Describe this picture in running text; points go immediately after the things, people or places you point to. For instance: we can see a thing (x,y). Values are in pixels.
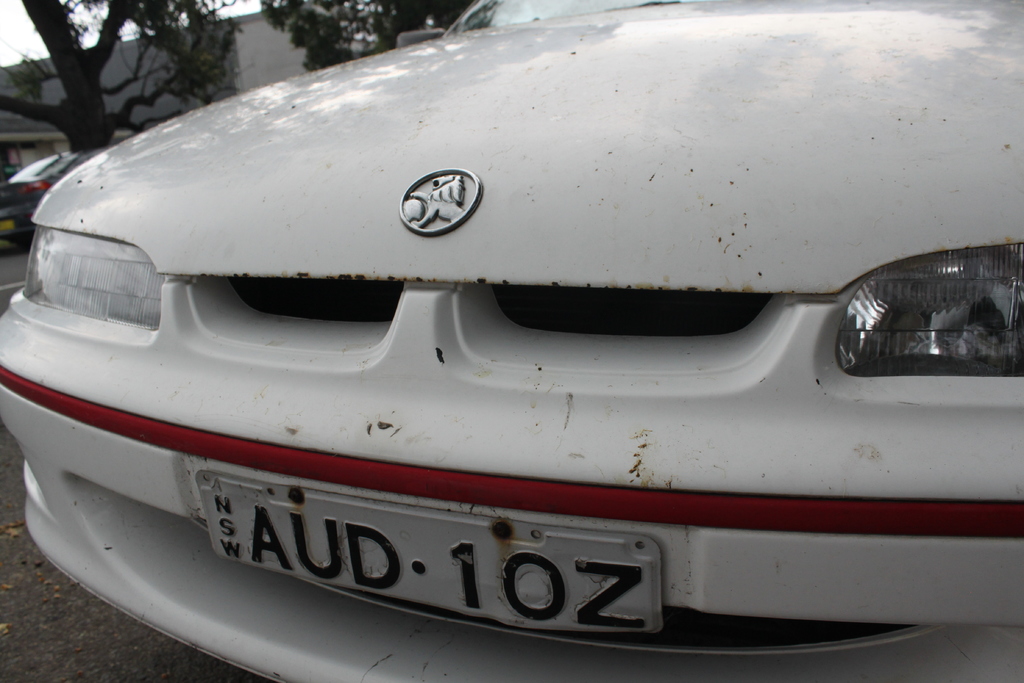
In this image I can see a white colored car (626,216) on the road (63,648) and in the background (51,177) I can see another car (51,177), a tree (337,45), a building (118,61) and the sky (134,34).
